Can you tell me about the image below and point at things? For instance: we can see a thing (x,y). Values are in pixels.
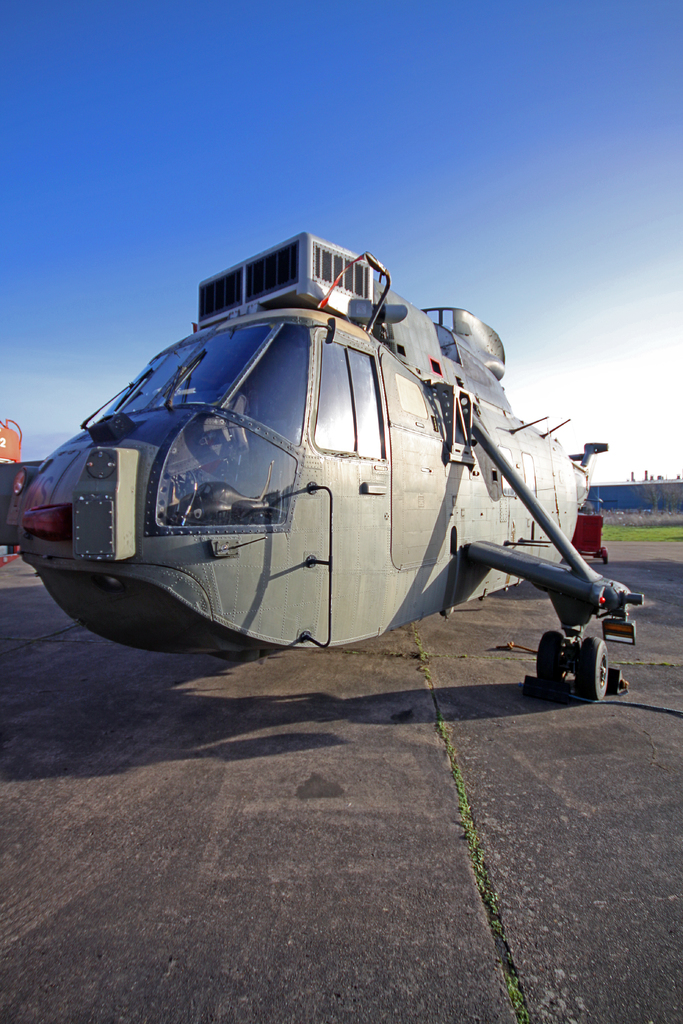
In the center of the picture (263,454) there is a helicopter (421,500). In the background (660,495) towards right (649,498) there is grass (634,534) and a building (626,493). On the left (6,436) there is an object (16,440). At the top (284,139) it is sky (309,155). In the foreground (292,861) it is land (336,929).
